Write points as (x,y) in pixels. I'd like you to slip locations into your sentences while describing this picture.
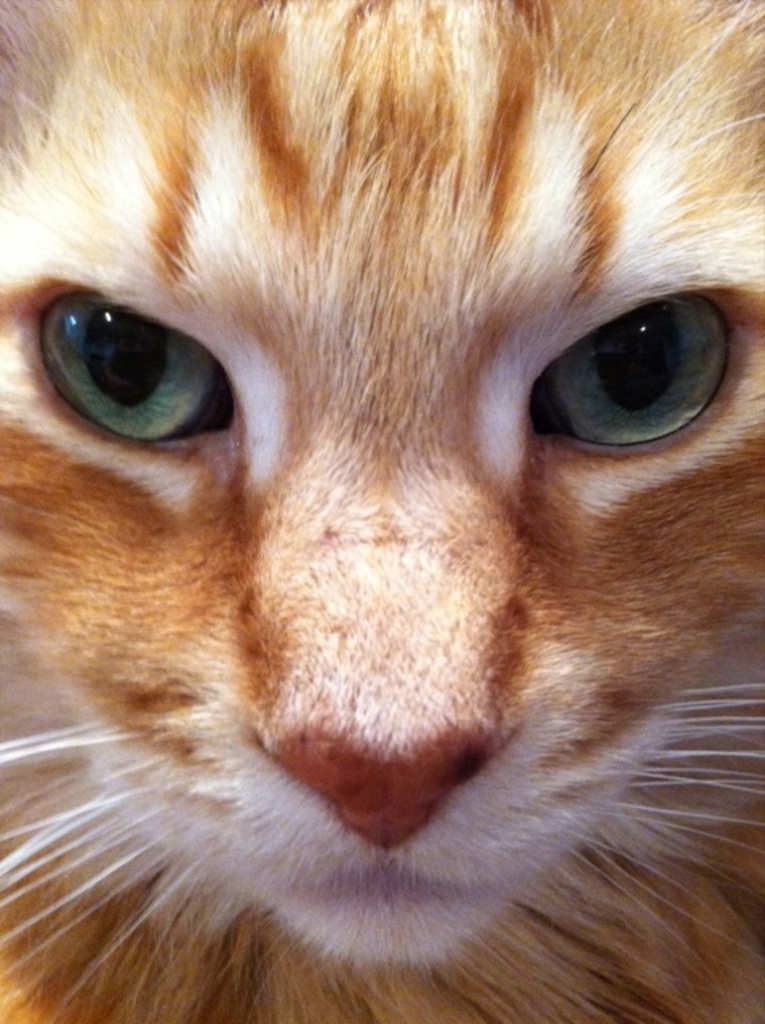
In this image there is a cat (508,521).
